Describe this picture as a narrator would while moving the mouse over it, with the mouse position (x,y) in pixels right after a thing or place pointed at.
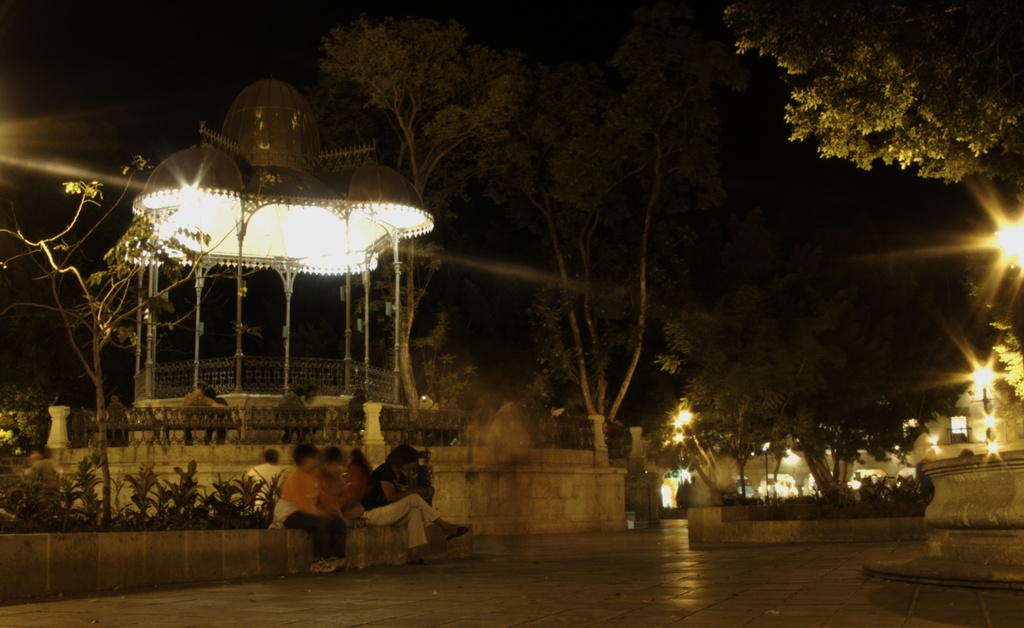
In this image we can see one gazebo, one fountain (965,495), so many trees (1018,357), so many plants (218,522), some lights (322,229) are attached to the ceiling (215,211) and some lights (982,379) are attached to the wall (1000,436). There are some people (192,403) are sitting.
